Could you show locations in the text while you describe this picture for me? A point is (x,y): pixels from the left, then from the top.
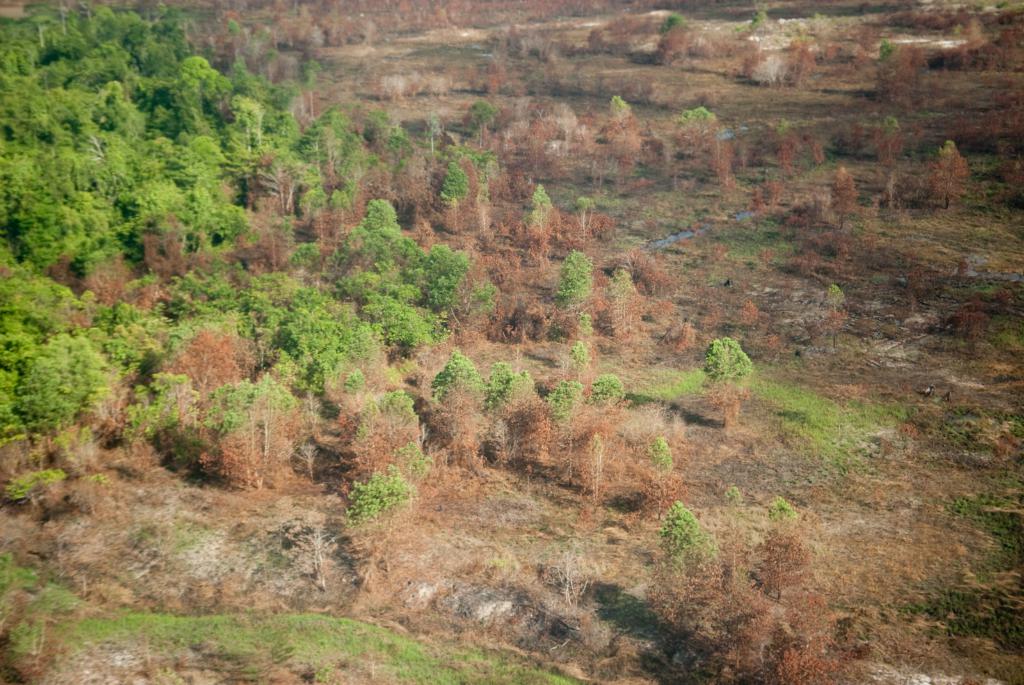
In this image in the middle (671,336) there are trees (335,237), plants (512,297), grass (129,608) and land (794,325).
